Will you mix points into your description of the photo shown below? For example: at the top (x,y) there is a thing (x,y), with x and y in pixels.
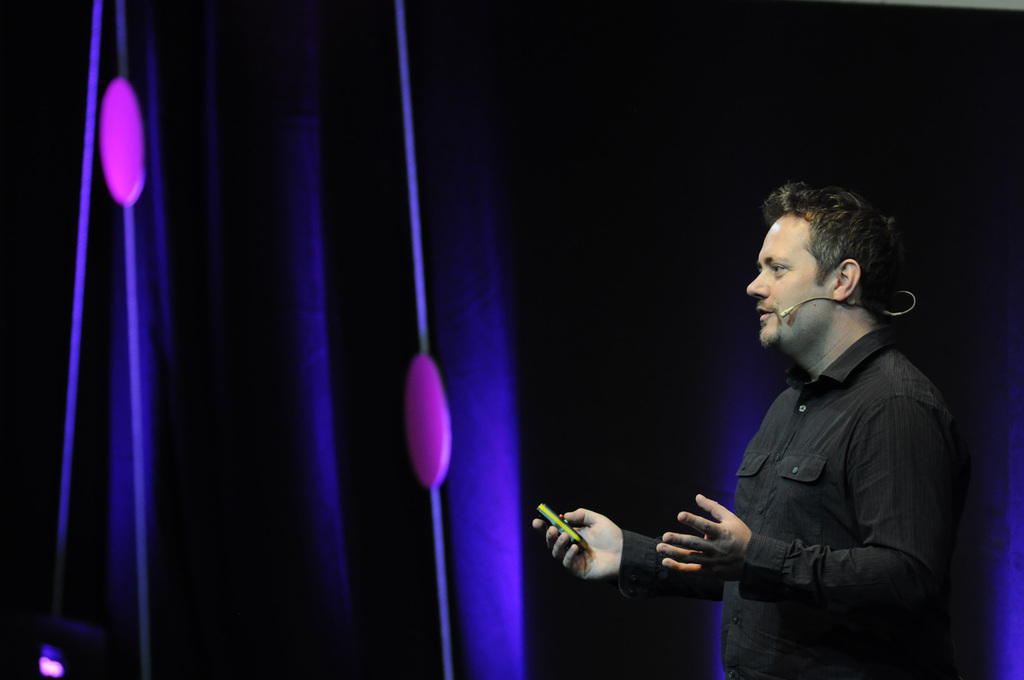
In the image there is a man (808,450) in dark shirt (797,535) talking on mic (783,312) and holding a remote (556,520), in the back (158,91) there are lights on the wall (459,156).
